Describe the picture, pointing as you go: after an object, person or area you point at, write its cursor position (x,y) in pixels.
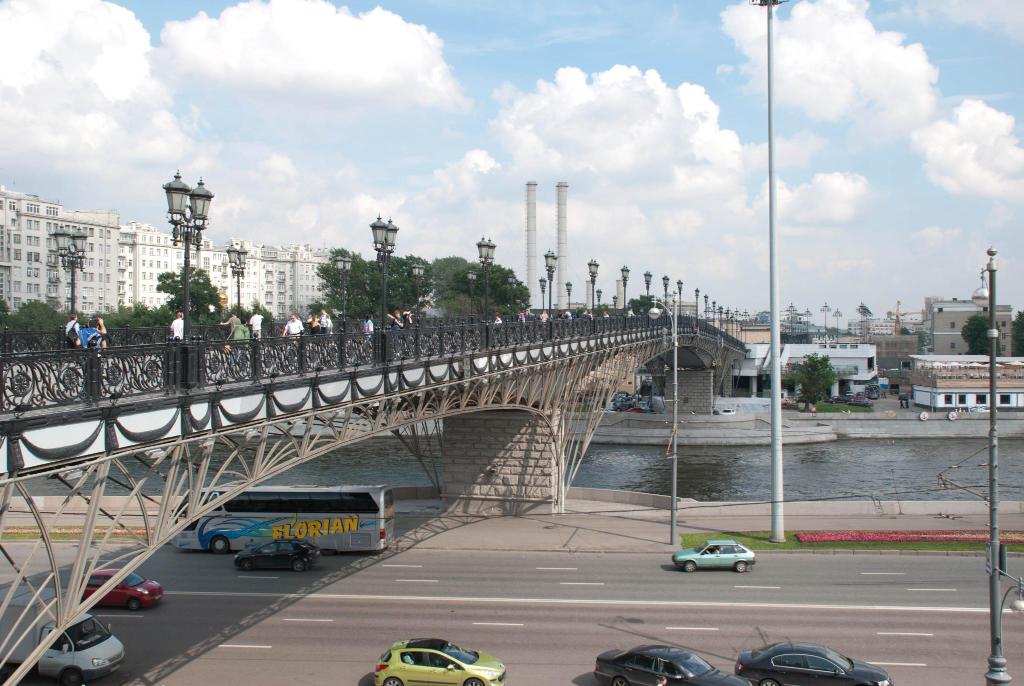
In this image I can see people (399,310) on the bridge (309,416). I can also see vehicles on the road (439,619). Here I can see water (692,469), street lights (508,282), buildings (279,290) and other objects (404,277). In the background (387,183) I can see the sky (477,196).
